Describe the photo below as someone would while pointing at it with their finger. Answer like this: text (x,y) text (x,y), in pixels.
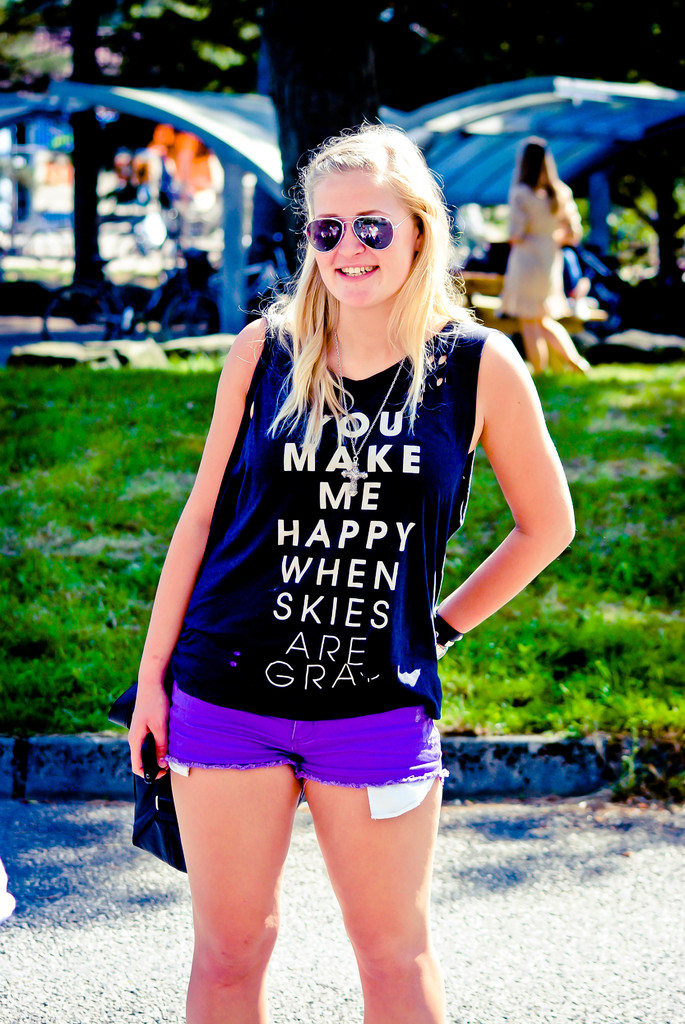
In the foreground (403,861) I can see a woman (374,915) is standing on the road (626,842). In the background (53,428) I can see grass (126,369), fence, tents (215,148), trees (295,140) and a woman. This image is taken may be near the park (340,94) during a day.
